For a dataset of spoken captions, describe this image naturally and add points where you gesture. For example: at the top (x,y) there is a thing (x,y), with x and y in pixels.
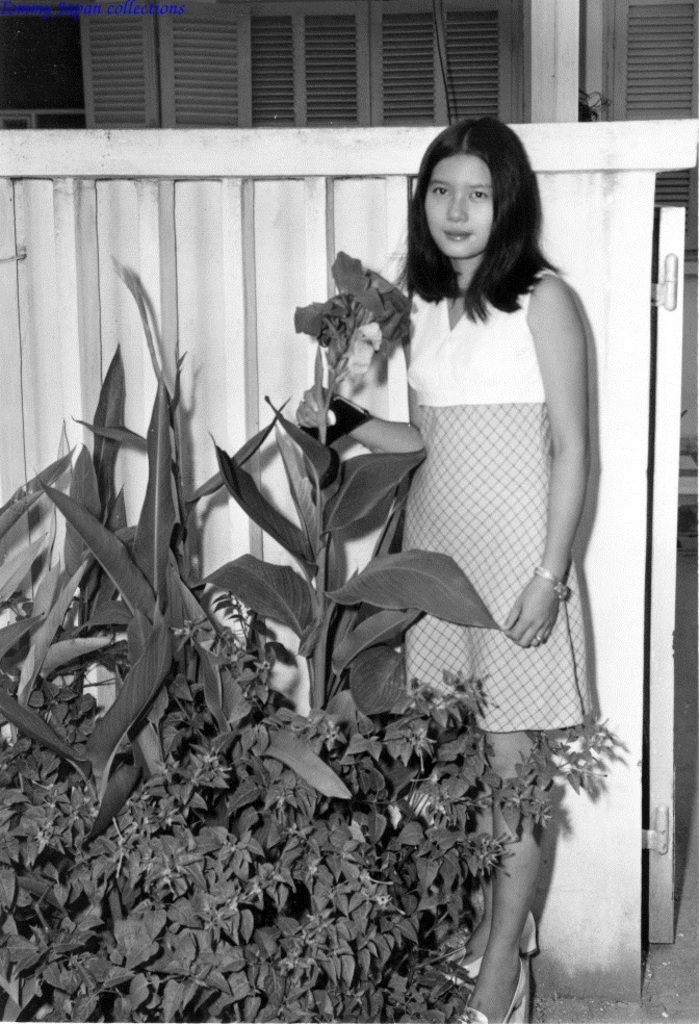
This is a black and white picture. In the foreground of the picture (219,690) there are plants (288,740) and a woman (486,544), behind her there is wall (330,182). In the background (224,87) it is a construction (243,88).
